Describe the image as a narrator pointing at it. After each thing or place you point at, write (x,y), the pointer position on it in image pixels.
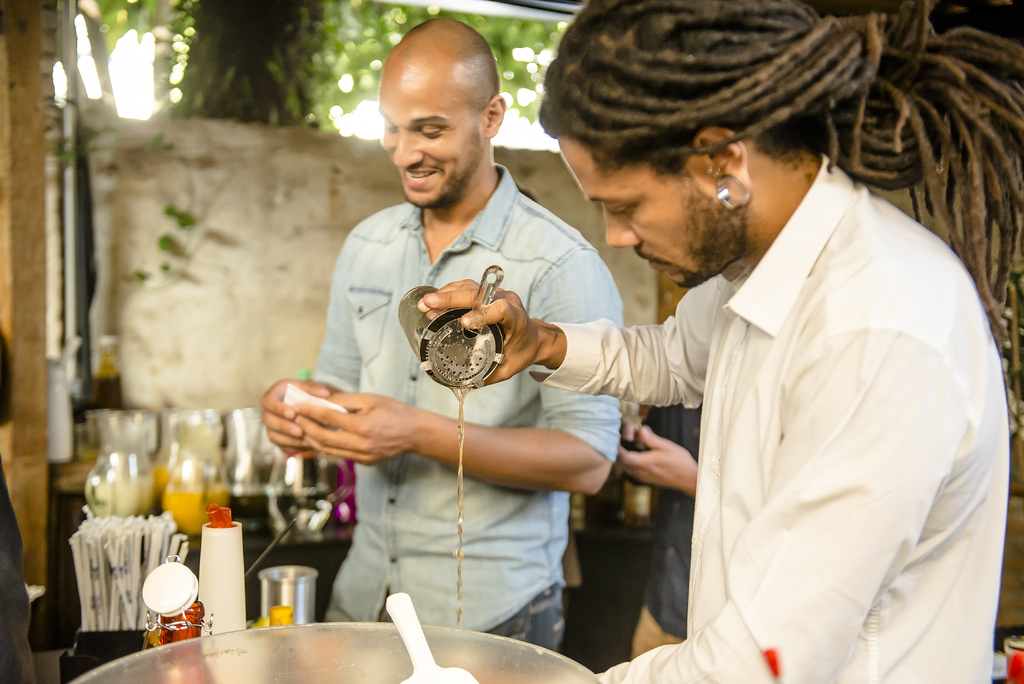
In this picture we can see few people (703,237), in front of them we can find few jugs (146,416), bottle (237,532) and other things (180,536) on the tables (272,557), in the background (243,90) we can see a tree (298,90).
